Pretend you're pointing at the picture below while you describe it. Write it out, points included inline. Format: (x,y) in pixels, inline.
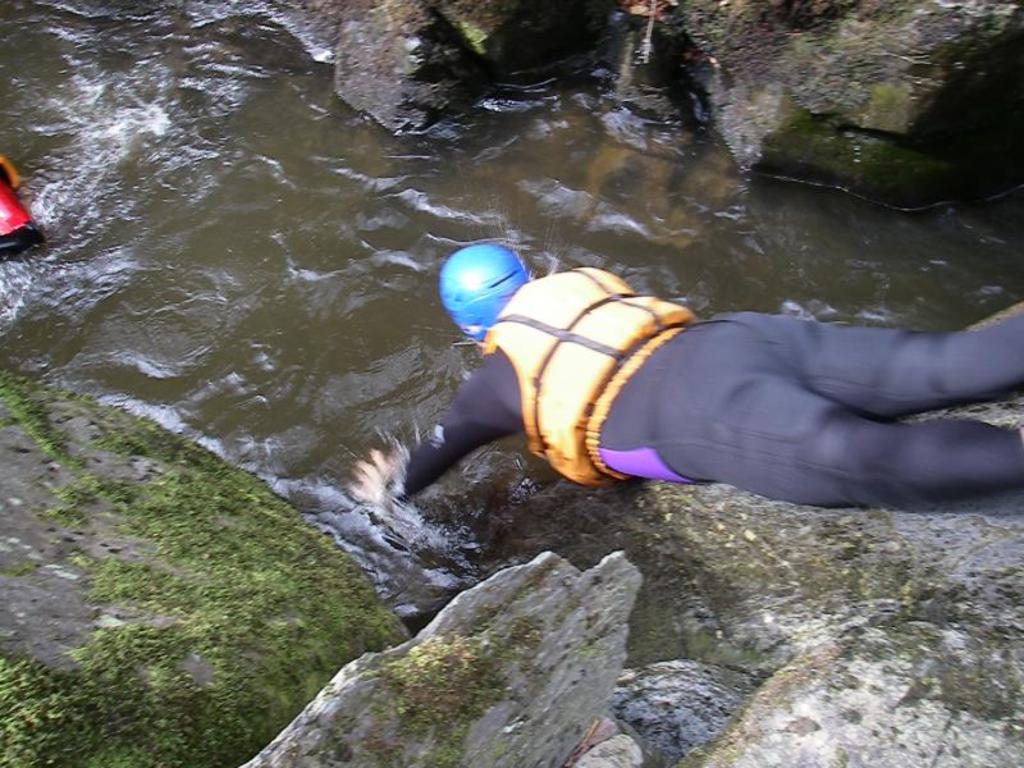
Here we see a man (959,456) diving into the water (279,316) and we see rocks (438,42) around.
